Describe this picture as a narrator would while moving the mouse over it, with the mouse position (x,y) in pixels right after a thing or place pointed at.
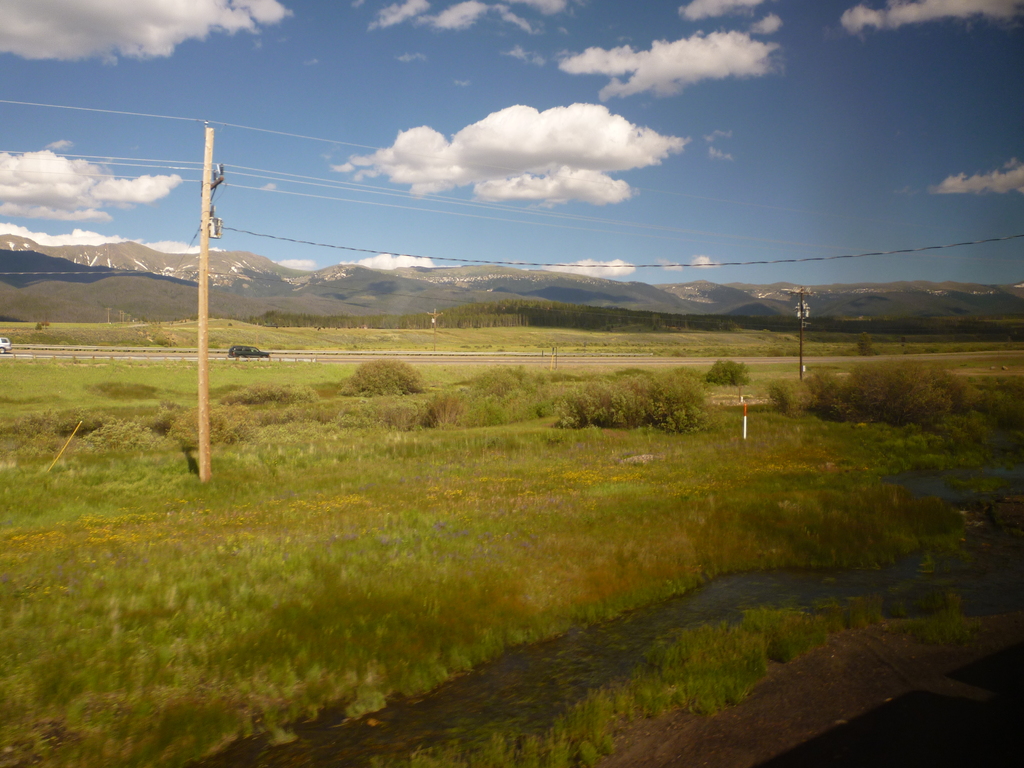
In this image there is the sky (371,117), there are clouds (546,140) in the sky (531,154), there are mountains (589,286), there are trees (968,334), there are poles (437,311), there are wires (95,272), there is the road (356,357), there are vehicles (248,349) on the road (327,358), there is a vehicle (3,342) truncated towards the left of the image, there are trees (881,394), there is grass (945,534).
